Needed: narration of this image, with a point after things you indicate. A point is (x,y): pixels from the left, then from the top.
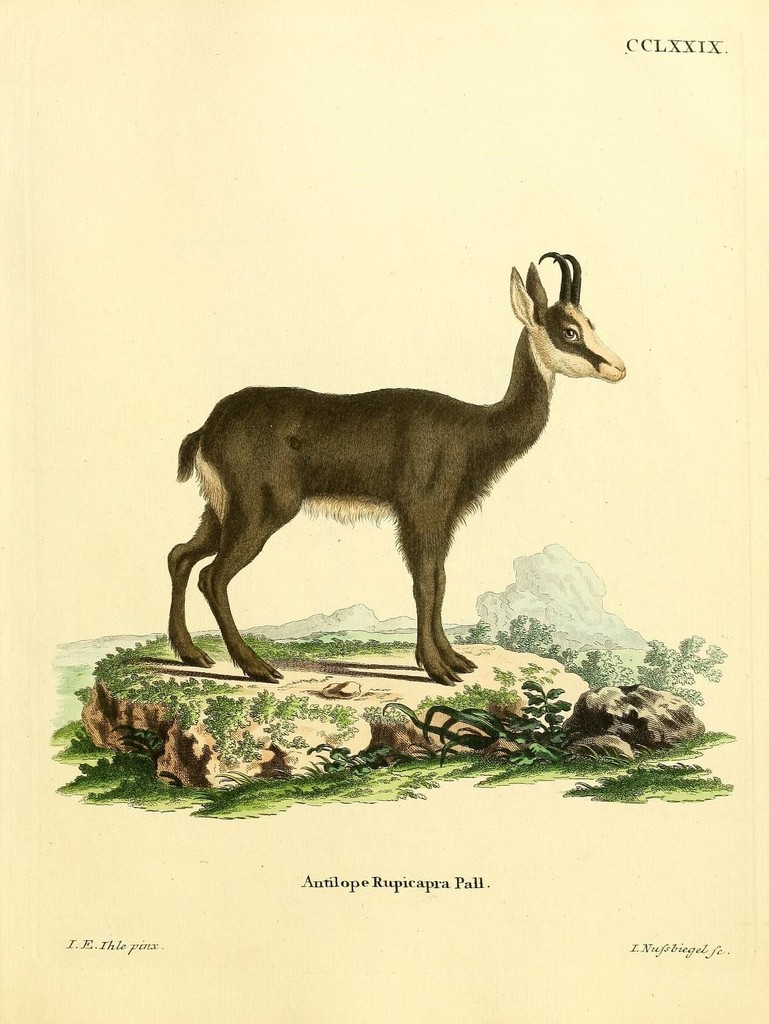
In this image we can see drawing (369,509) of a animal (389,497) on the ground (422,707) and some text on it.
